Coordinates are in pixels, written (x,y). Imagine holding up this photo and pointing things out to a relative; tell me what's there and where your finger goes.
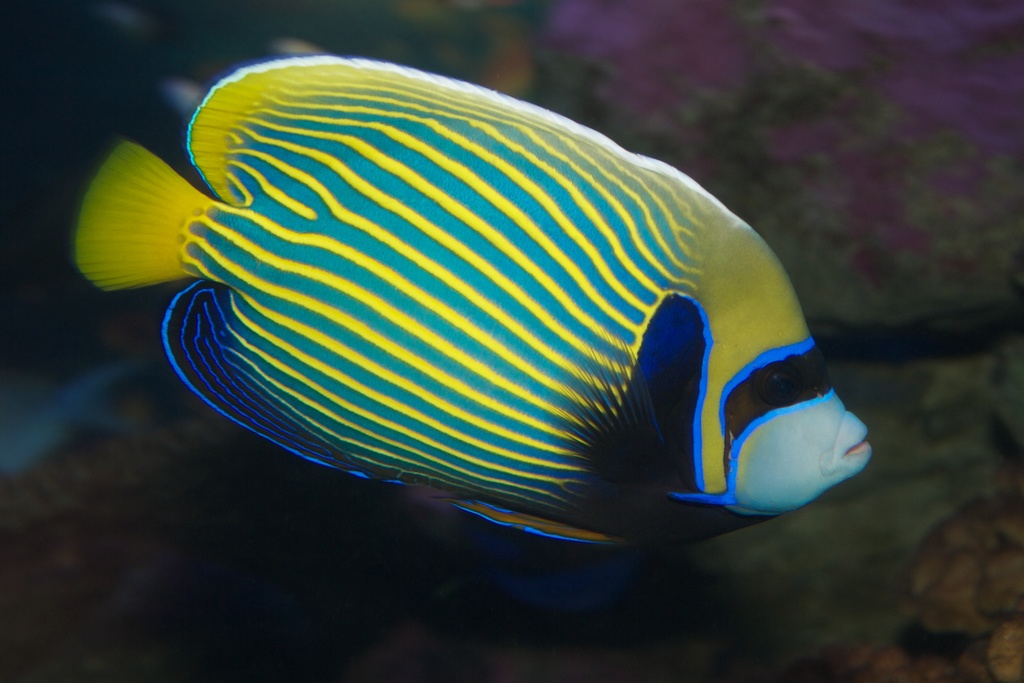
In this image, we can see a fish (527,190) in the water (536,64).
